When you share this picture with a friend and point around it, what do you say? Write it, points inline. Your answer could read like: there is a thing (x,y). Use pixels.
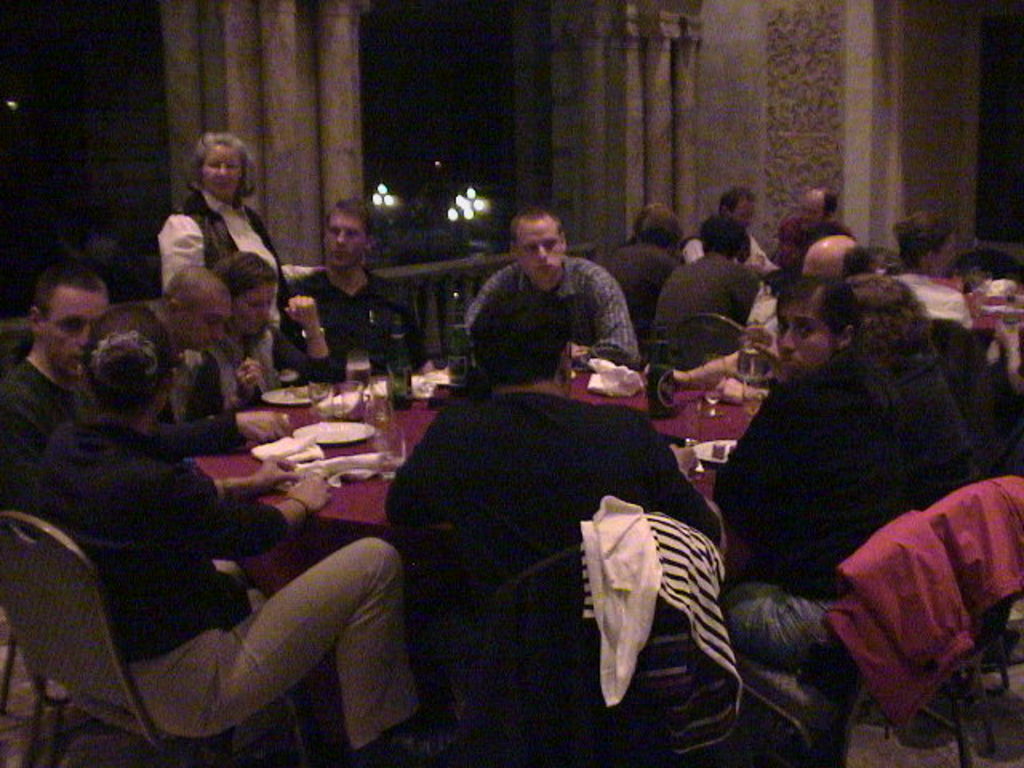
People (11,451) are seated on the chairs (567,649). There is a table (400,428) at the center (389,397) on which there are glasses (373,411), bottles (401,373) and plates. A woman (254,248) is standing. There are columns (225,3) and fence (458,290). There are lights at the back (457,210).
